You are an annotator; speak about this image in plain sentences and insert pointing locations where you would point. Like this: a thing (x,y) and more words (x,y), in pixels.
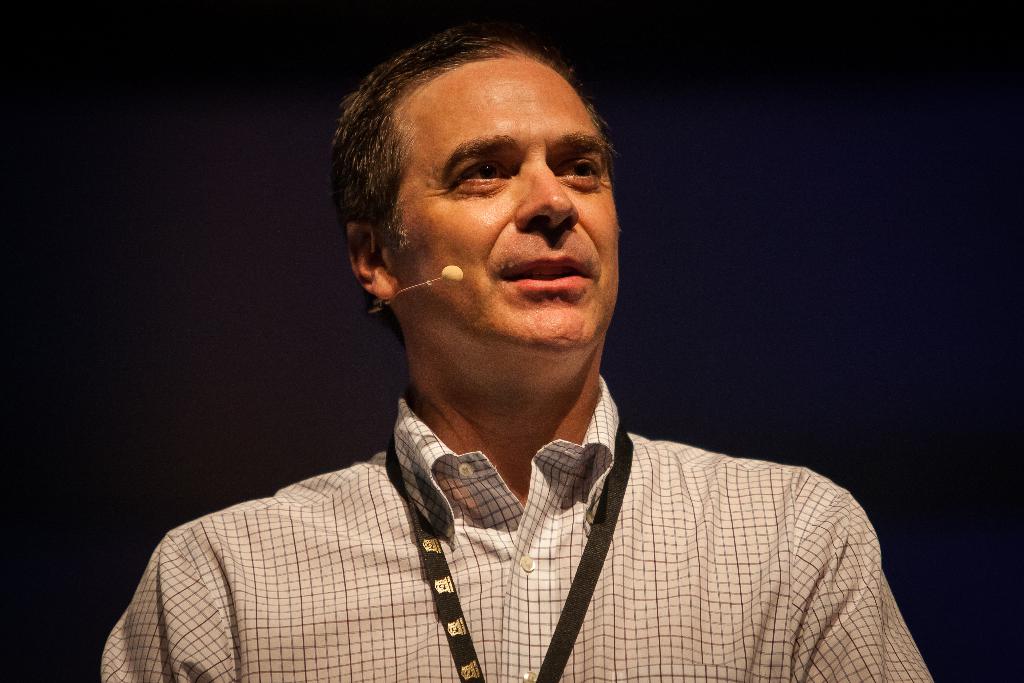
In this image there is a man (422,322). There is a mike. The person (443,442) wearing checked shirt (492,536) and an ID card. There is a black background (818,394).
